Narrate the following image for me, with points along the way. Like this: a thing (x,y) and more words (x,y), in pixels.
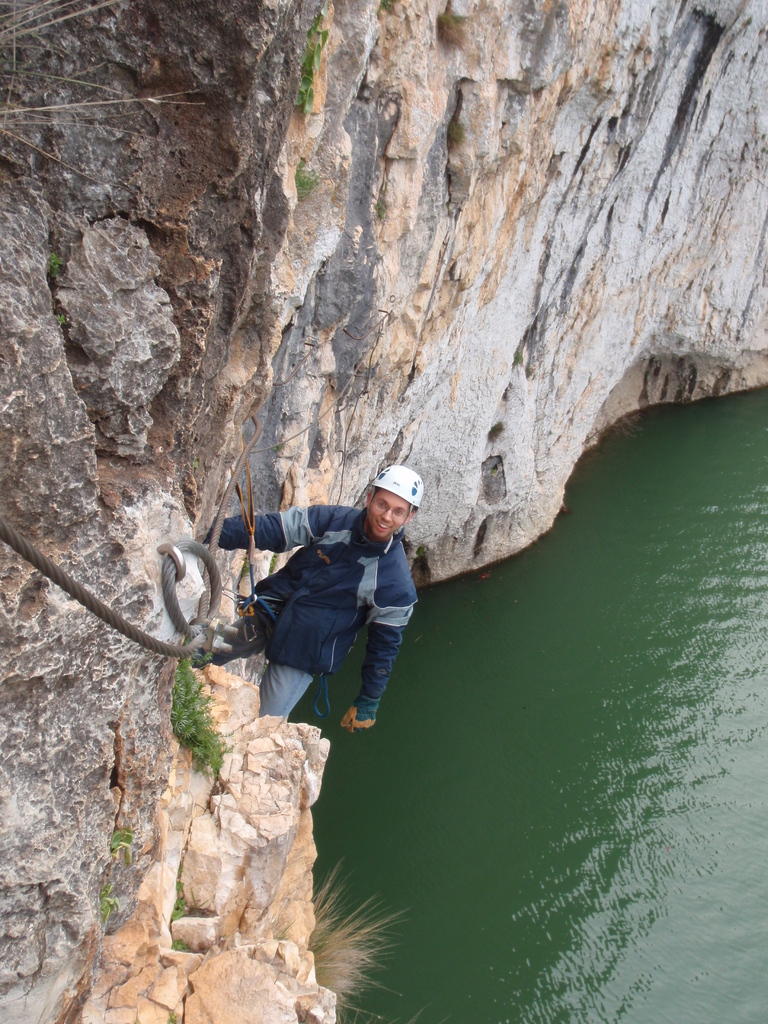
In this picture we can observe a person (270,603) standing wearing a blue color jacket (326,580) and a white color helmet (393,467) on his head (376,505). He is smiling. There is a rope (180,649). We can observe hill (263,246). There is some water (572,713).
